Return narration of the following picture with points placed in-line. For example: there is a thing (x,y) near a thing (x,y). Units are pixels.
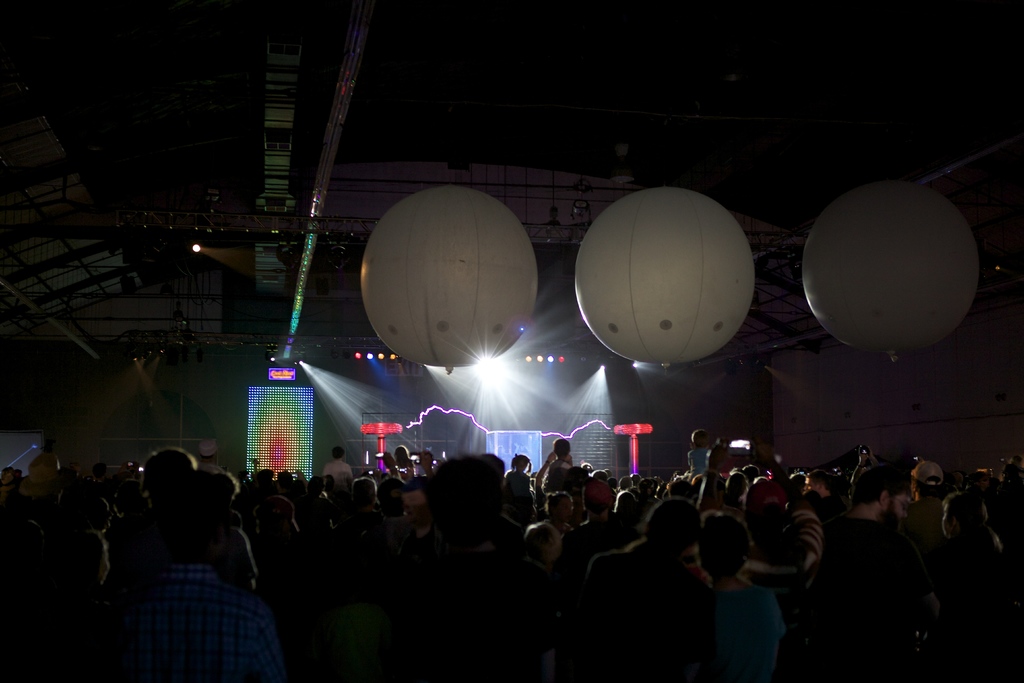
In this image we can see a few people (331,475), at the top of the roof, we can see some balloons (391,247), metal rods (270,338) and lights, in the background (426,448) we can see the screen (295,435) and some other objects (445,450).
